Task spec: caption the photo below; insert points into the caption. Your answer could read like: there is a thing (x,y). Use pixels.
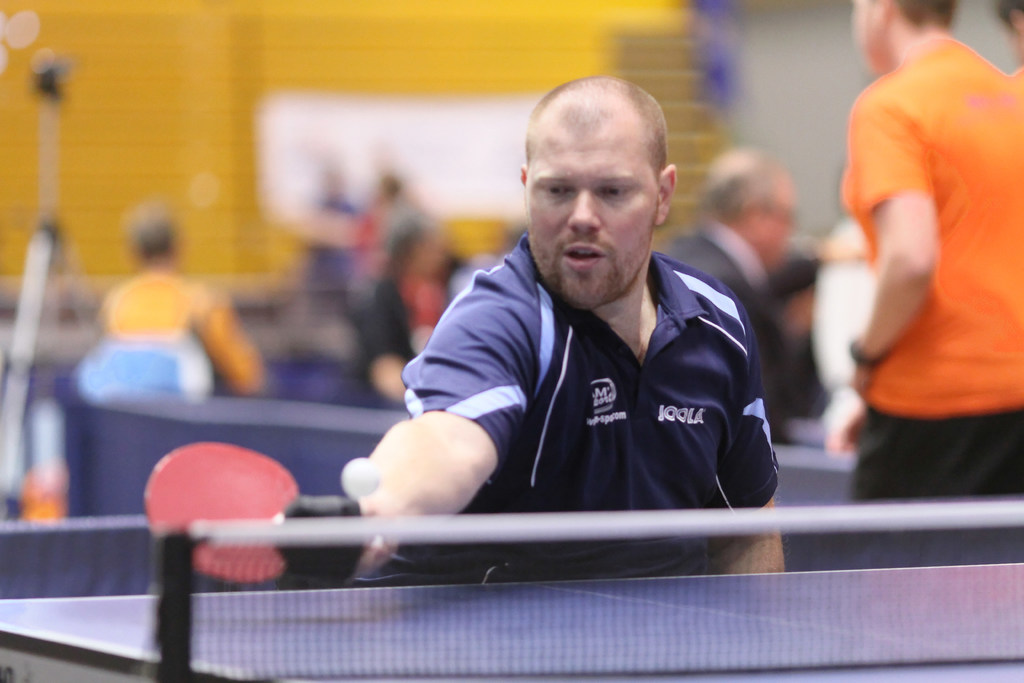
The person (579,369) wearing blue shirt (517,412) is playing table tennis and there are some group of people (763,248) behind him.
